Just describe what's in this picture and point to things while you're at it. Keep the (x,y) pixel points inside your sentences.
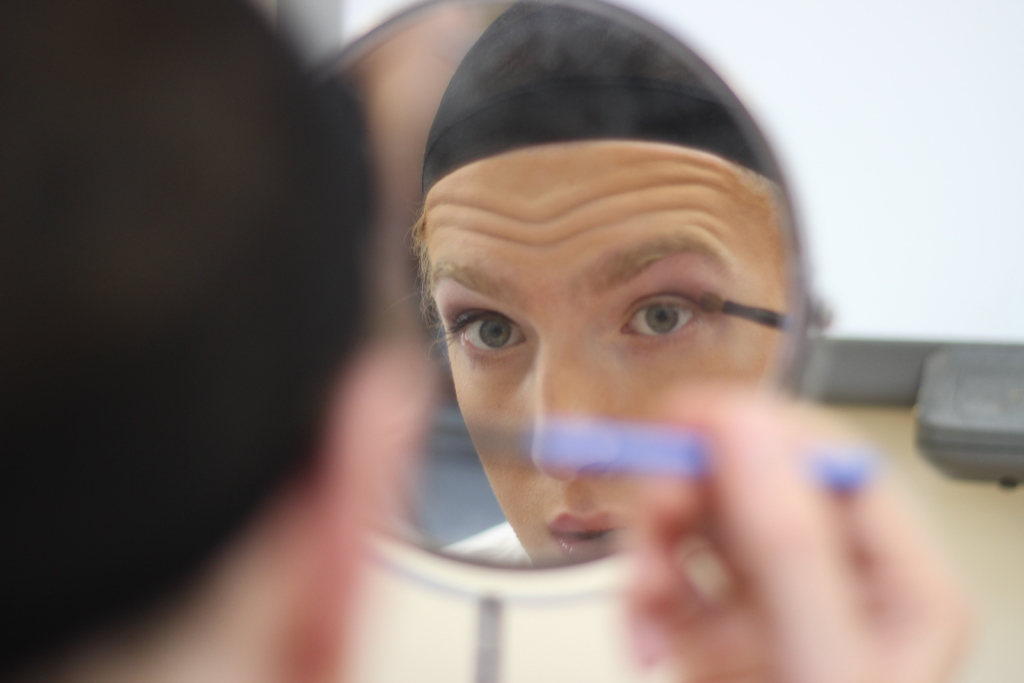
In this image we can see the hand (733,405) of a person (804,572) holding a makeup brush (651,452). Here we can see the mirror (644,393). Here we can see the face (478,293) of a person (497,387) in the mirror (459,312). In the background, we can see the wall (874,193).
